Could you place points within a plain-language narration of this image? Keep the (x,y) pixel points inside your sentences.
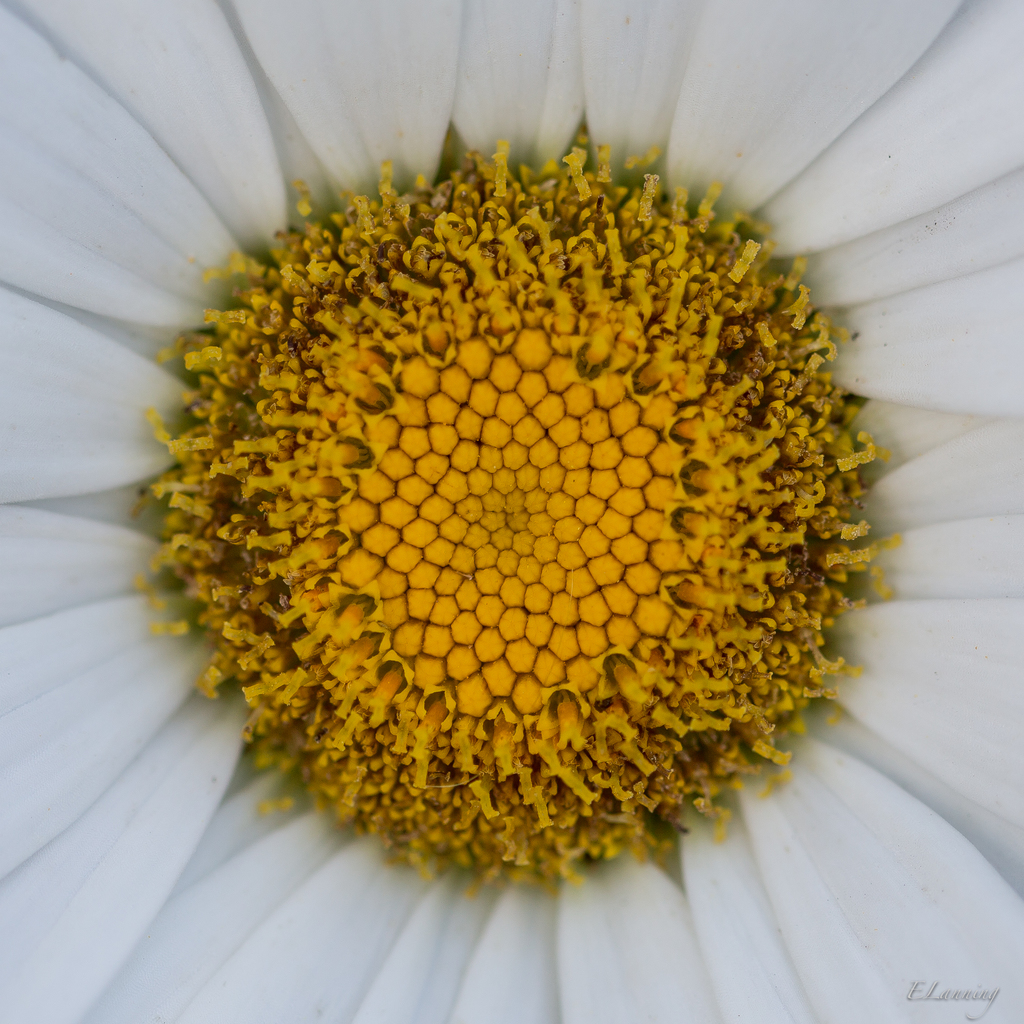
In this picture I can observe white color flower (300,893). There are yellow color buds (534,481) on the flower (460,458).
